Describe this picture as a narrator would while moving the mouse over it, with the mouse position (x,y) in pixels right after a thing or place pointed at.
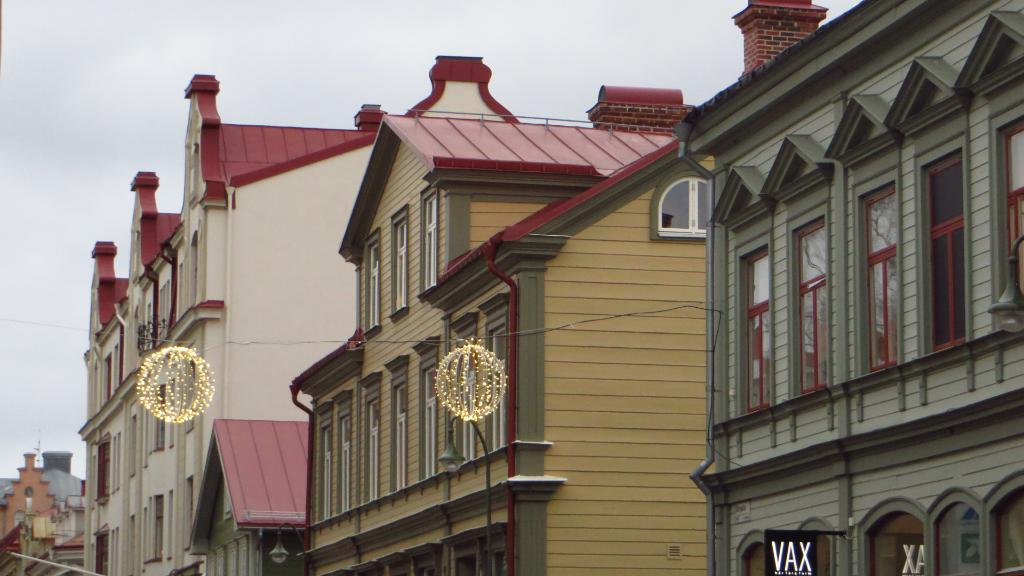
This image is taken outdoors. At the top of the image (78,117) there is a sky (86,52) with clouds (353,39). In the middle of the image (617,356) there are many buildings (365,312) with walls (275,237), windows (425,448), doors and roofs (244,131). There is a pole (489,544) with a street light (488,480). There are two rope lights (210,379).
